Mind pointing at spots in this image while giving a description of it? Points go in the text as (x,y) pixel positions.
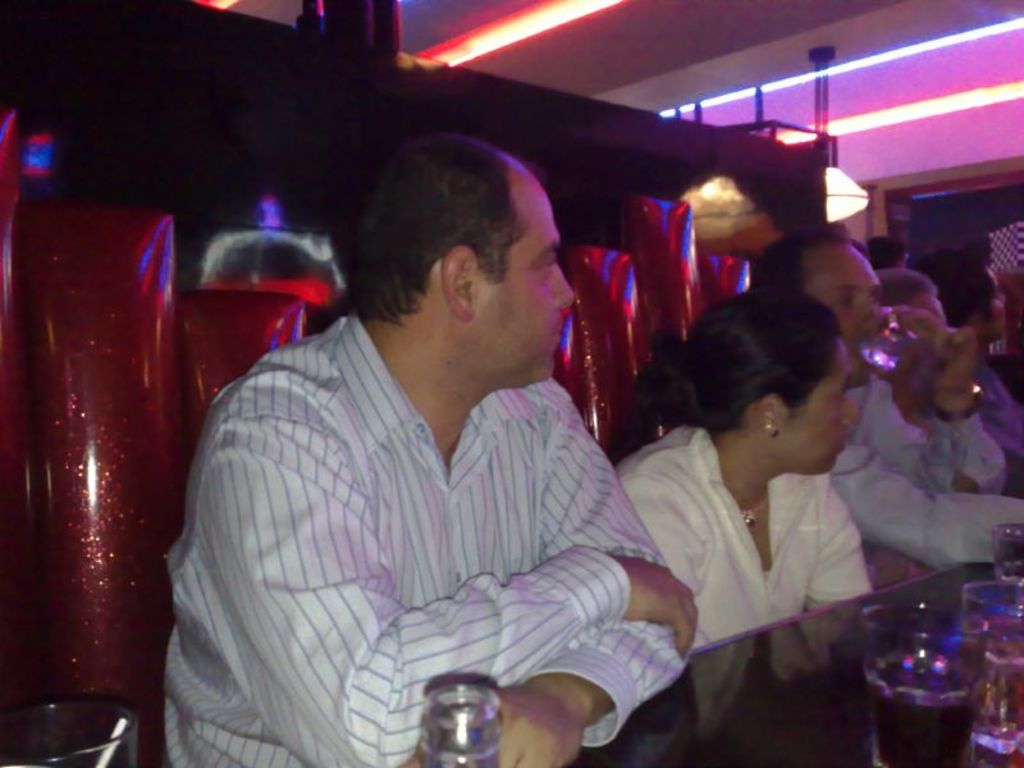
In this picture there are people (804,252) in the center of the image (483,480) and there is a table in front of them on which there are glasses (1023,670), there are colorful lights (585,1) at the top side of the image (897,112).
